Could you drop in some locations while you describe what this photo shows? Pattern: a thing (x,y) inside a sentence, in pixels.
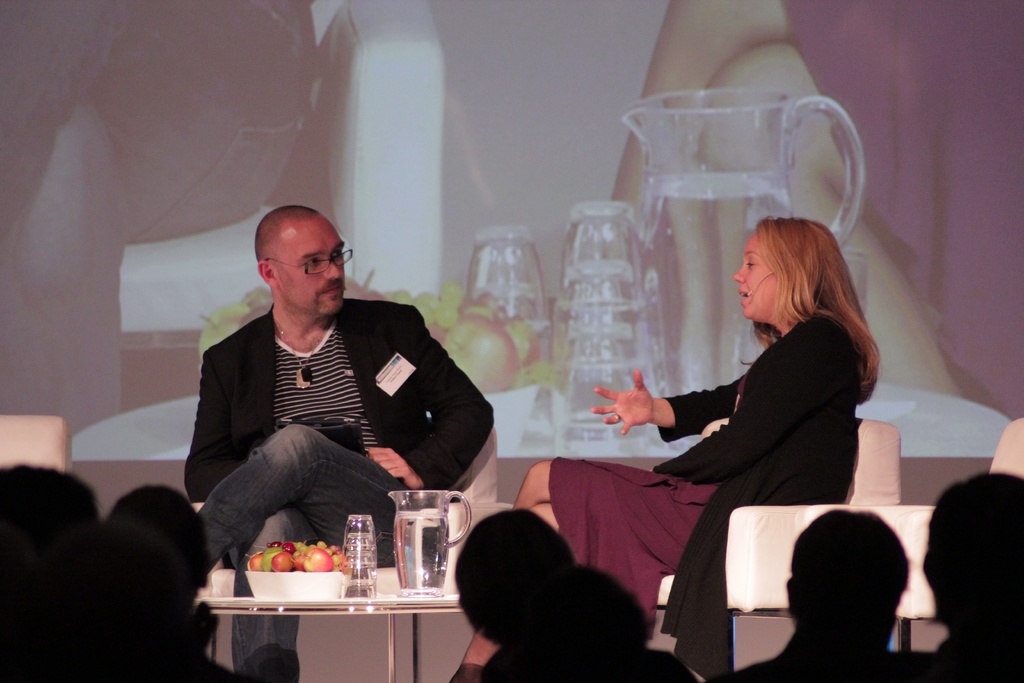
In this image I see a man (489,409) and a woman (614,466) and both of them are sitting on the chairs (756,575) and there is a table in front of them in which there is a jar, glasses (373,574) and a bowl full of fruits (323,542) and I can also see few people (1023,593) over here. In the background (1000,411) I see the screen (4,2).
